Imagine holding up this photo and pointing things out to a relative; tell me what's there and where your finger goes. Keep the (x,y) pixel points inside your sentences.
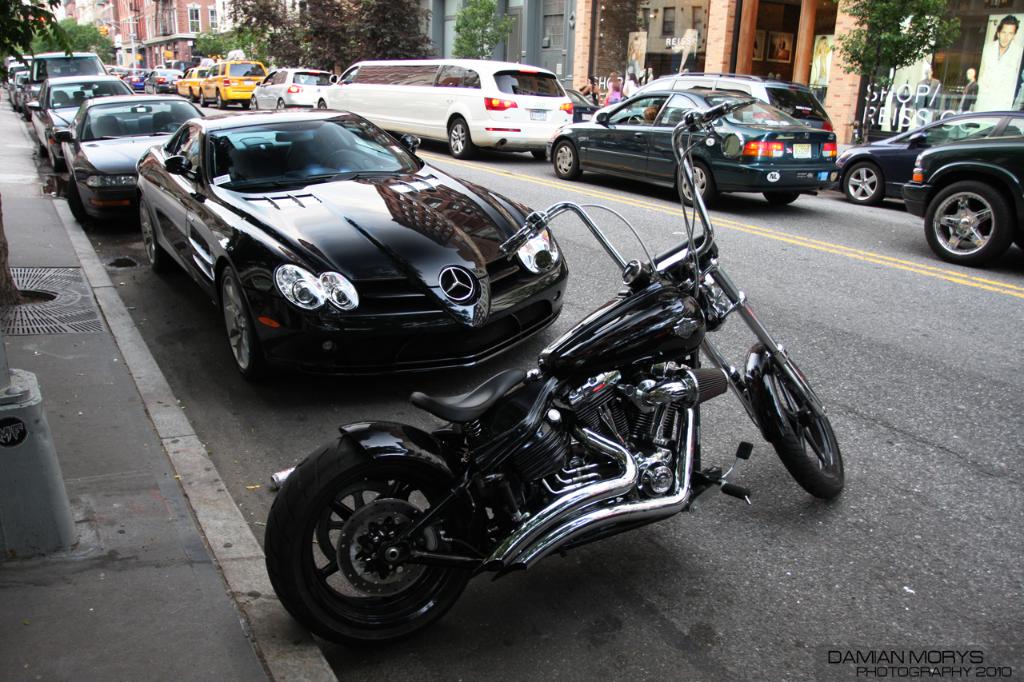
On the left side (9,442), there is a pole (31,427) on a footpath (88,526). On the right side (976,219), there are vehicles (976,162) on the road (483,372), on which there are two yellow color lines (921,270). In the background (1008,15), there are trees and buildings (953,91).
